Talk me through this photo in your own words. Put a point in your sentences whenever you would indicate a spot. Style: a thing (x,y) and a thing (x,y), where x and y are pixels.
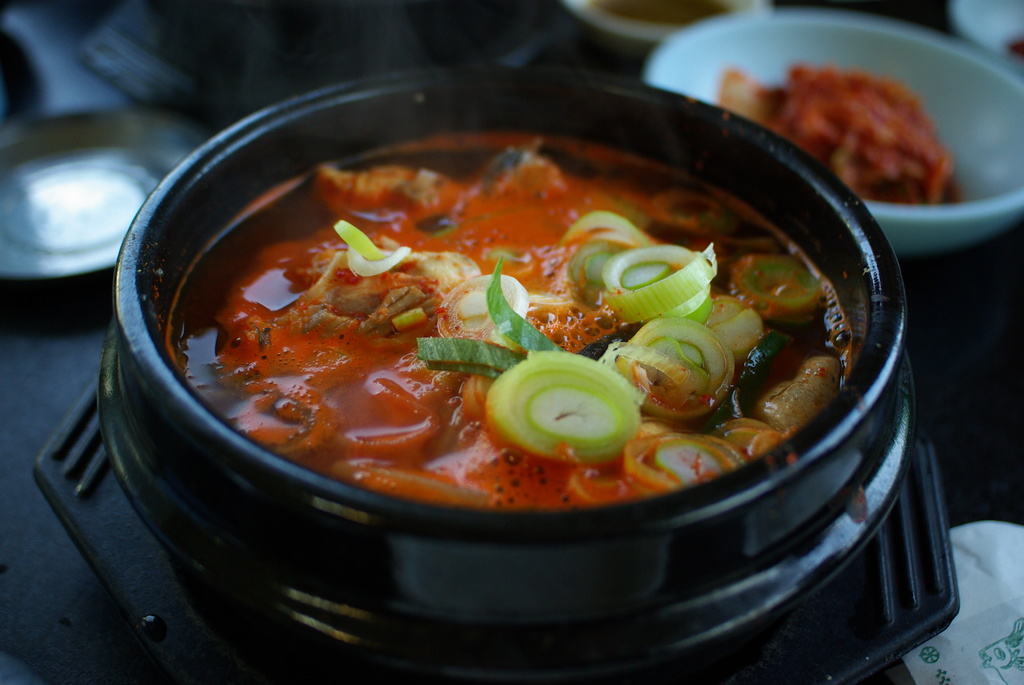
In this image we can see food (574,361) in the serving bowl (852,403) and is placed on the table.
